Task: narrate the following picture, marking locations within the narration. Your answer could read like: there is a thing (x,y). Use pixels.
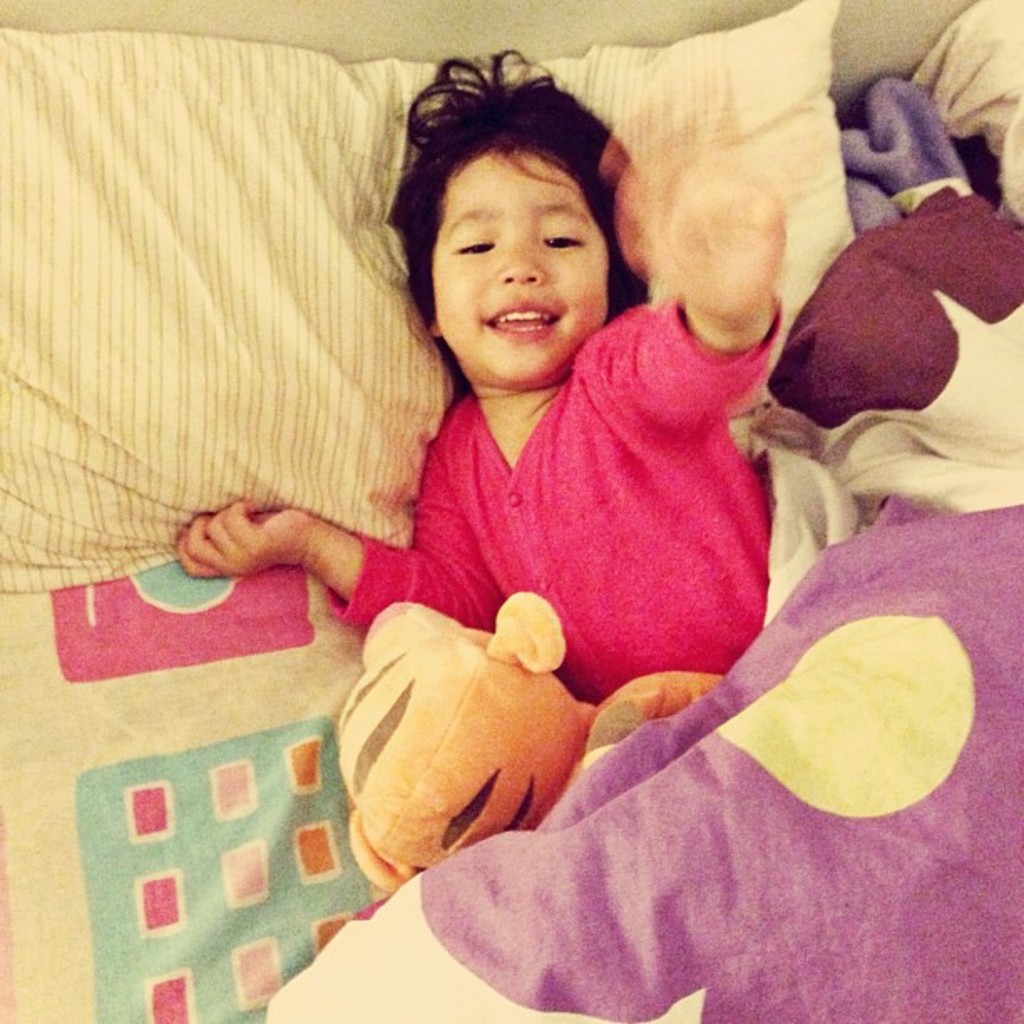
A child (589,532) is lying on the bed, this is pillow (360,171) and a blanket (819,881).
